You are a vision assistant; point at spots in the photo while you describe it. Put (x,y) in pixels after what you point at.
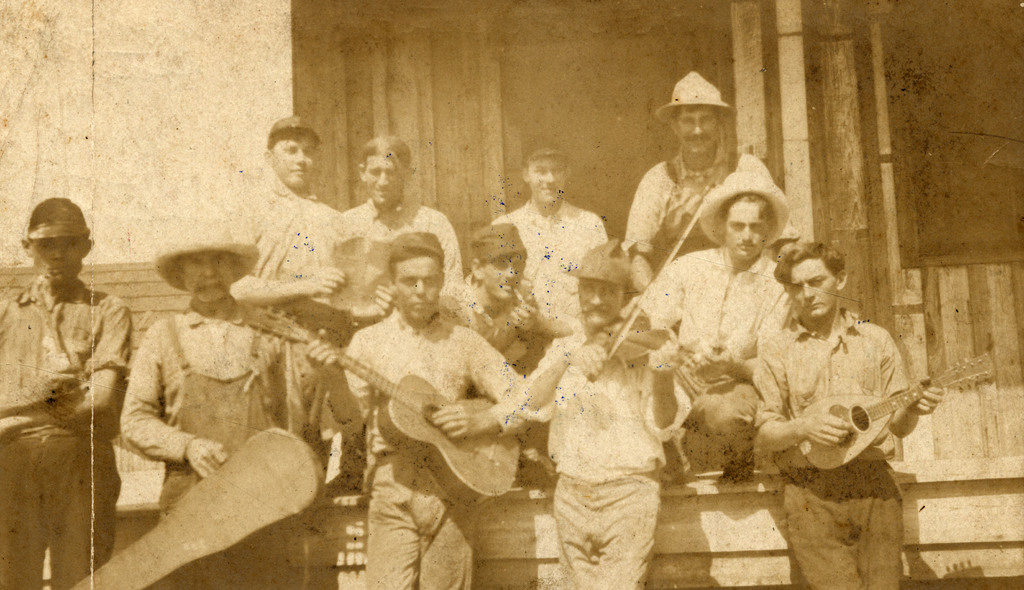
This is a black and white picture. Here we can see persons (403,277) giving a pose to a camera. Few are holding musical instruments (876,422). We can see some persons (551,152) wore caps (594,271).
